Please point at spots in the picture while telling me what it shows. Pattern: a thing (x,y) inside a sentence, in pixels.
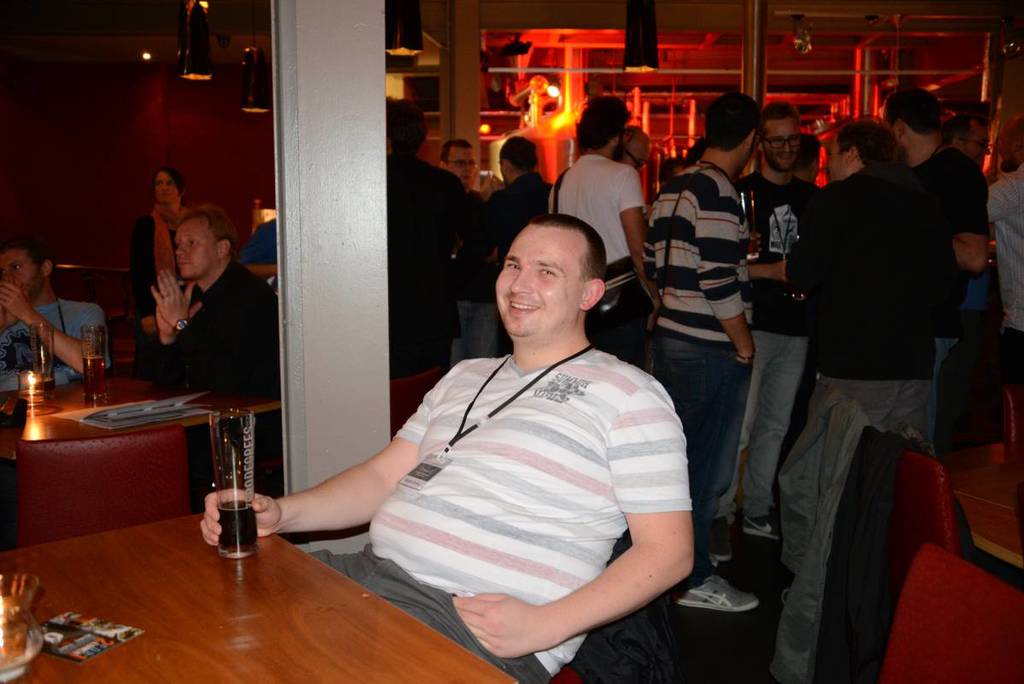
In this picture there is a man (457,460) who is holding a glass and sitting on the chair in front of the table (105,545) and behind there are some other people (440,189) standing and some people (202,306) sitting on the chairs (82,496) in front of the tables (109,384).
